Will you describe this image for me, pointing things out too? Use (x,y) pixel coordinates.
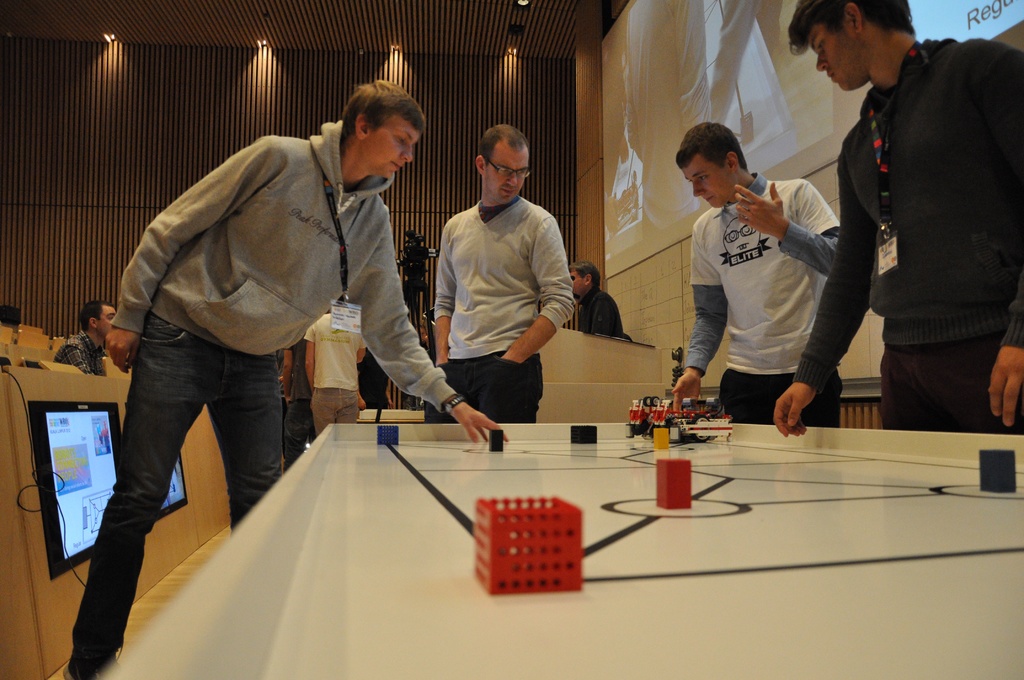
In this image i can see a group of men (496,286) are standing in front of a table (624,545). On the table (677,455) we have couple of objects (560,516) on it.
